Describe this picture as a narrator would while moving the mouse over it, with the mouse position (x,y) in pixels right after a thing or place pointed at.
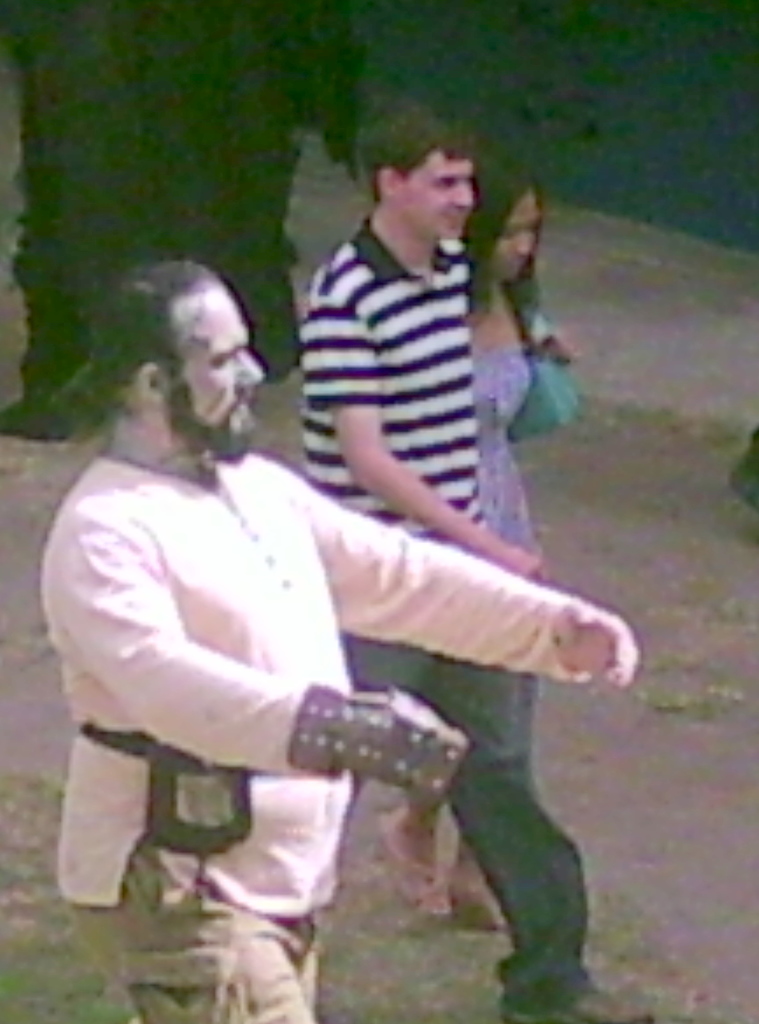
As we can see in the image there are few people (409,243) walking here and there and the background (225,36) is dark.
